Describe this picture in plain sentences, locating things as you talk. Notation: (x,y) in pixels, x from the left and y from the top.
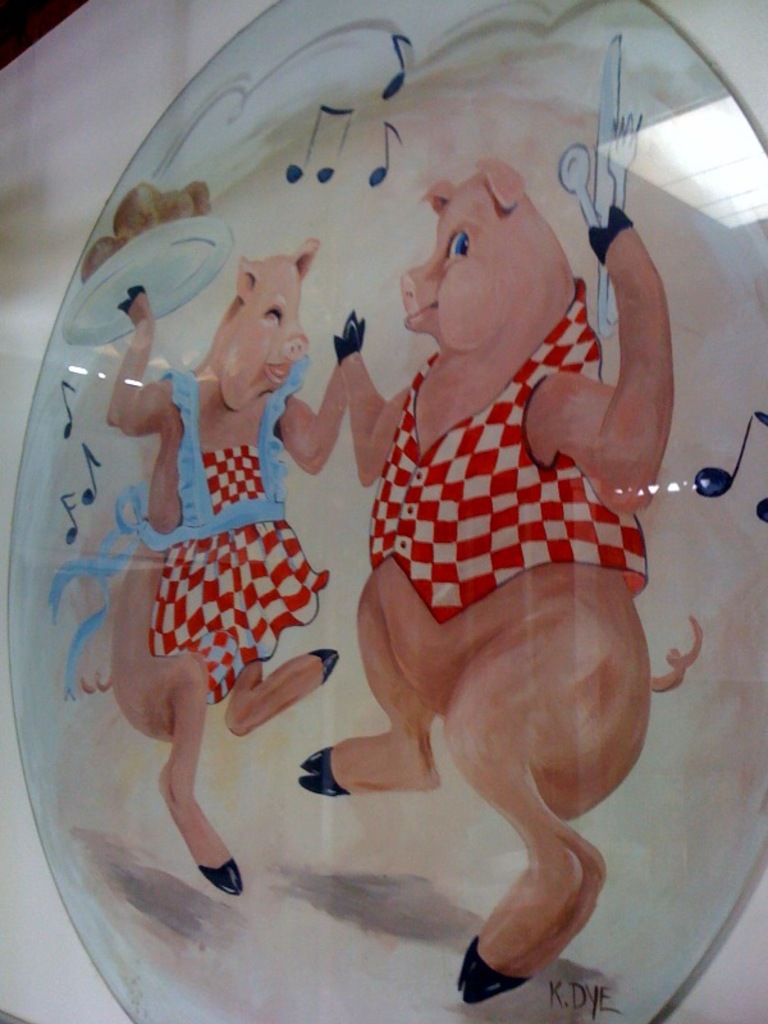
In this image we can see a picture (562,1010). In the picture (472,219) there are two pigs (456,515). Of them one is carrying a serving plate (177,285) in the hand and the other is holding cutlery (614,173) in the hand (619,220).
